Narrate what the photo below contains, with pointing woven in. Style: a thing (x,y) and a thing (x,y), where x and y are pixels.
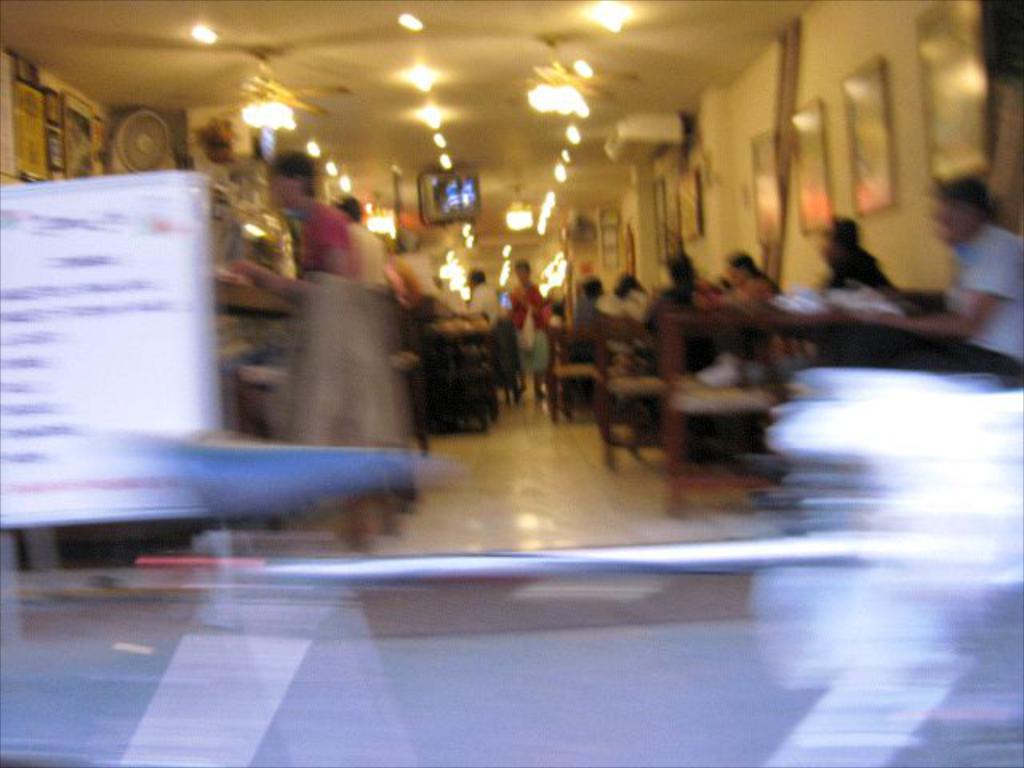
The image is blurred. The image is taken inside a building (115,97). In the image we can see chairs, people (358,257), tables (856,323), frames (953,133), board (43,184) and various objects (259,190). At the top (466,212) we can see light (559,76) and television (422,211).
